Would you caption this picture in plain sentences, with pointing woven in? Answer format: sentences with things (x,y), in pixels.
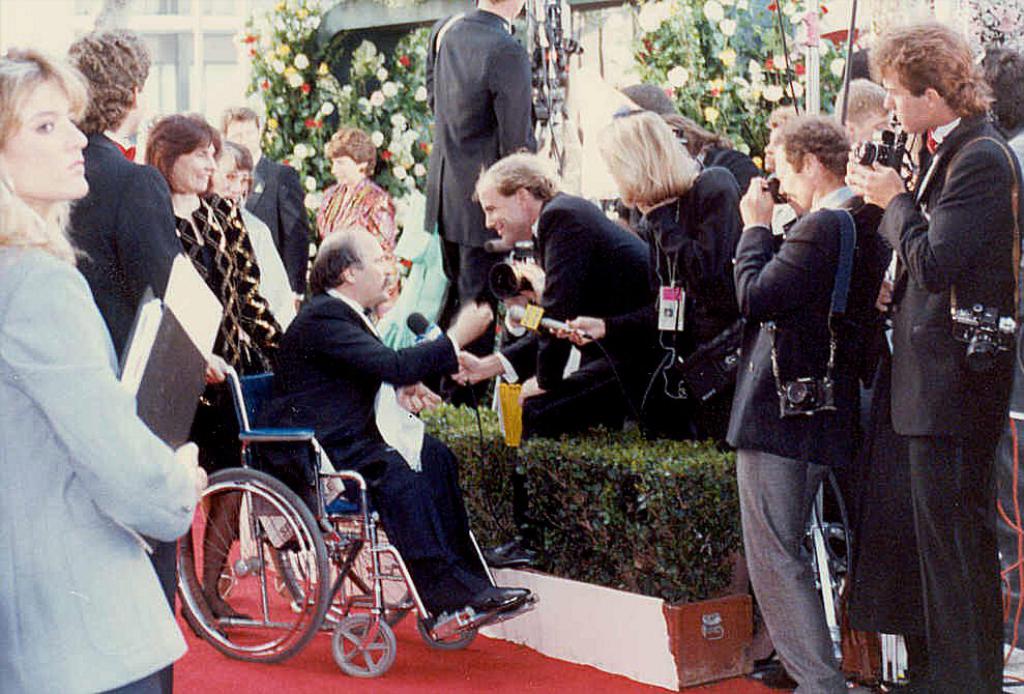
In the picture I can see a person (423,481) wearing black color dress (378,473) is sitting on the wheelchair (301,614) and these people (982,224) are holding cameras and mics (424,339) in their hands (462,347) and we can see a few more people (249,292) on the left side of the image (112,392). In the background (349,197), I can see a few more people (295,215), I can see flowers (839,70) and glass windows (183,91).
